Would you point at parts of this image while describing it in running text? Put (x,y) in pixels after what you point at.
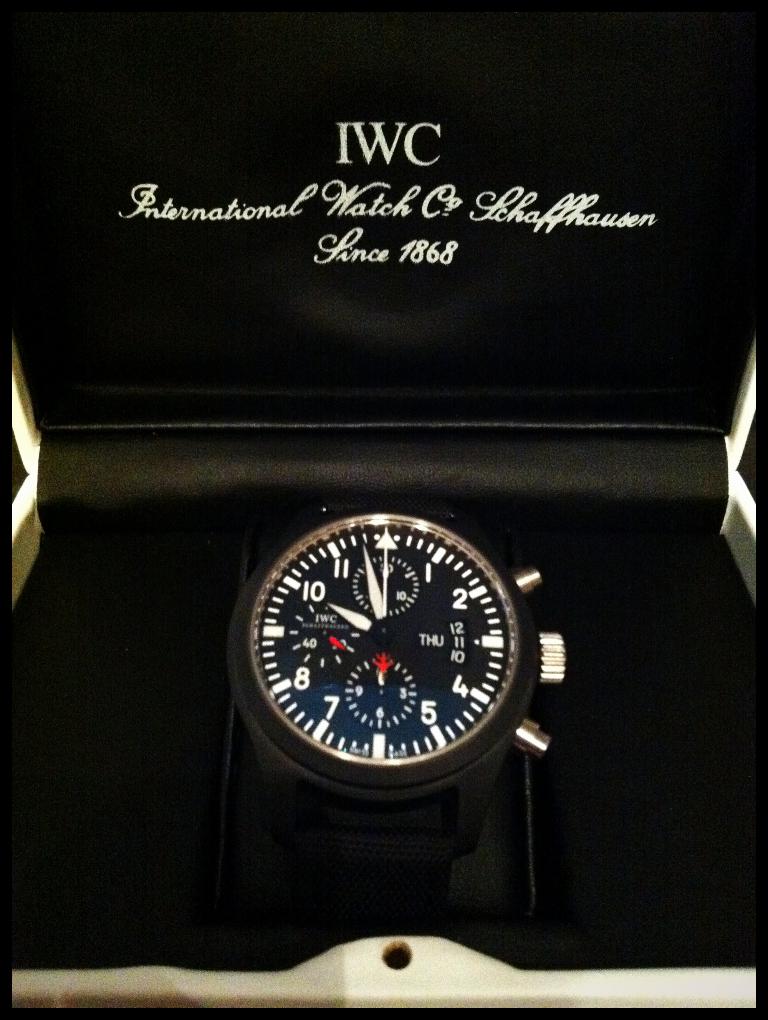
This is a zoomed in picture. In the center (483,519) we can see a watch (493,562) placed in a box (117,786). At the top (177,211) we can see the text (415,204) and the numbers (447,250) on the box (665,305) and we can see the borders (733,6) on the image.
